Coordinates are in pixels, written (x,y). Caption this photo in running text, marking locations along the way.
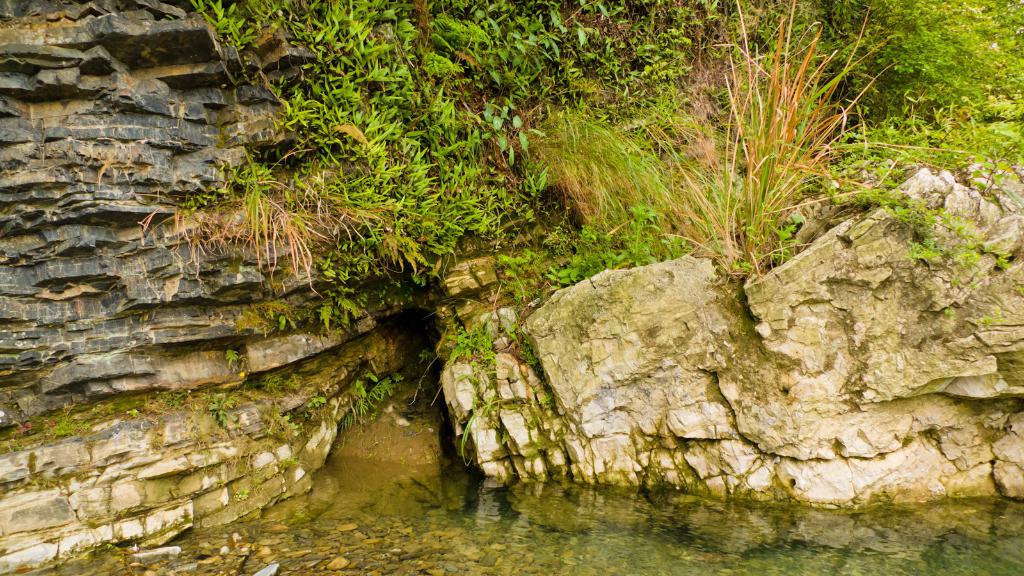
In this picture there are plants (498,63) and there are rocks (599,338). At the bottom (538,509) there is water (562,527) and there are stones (387,555) under the water (382,556).
